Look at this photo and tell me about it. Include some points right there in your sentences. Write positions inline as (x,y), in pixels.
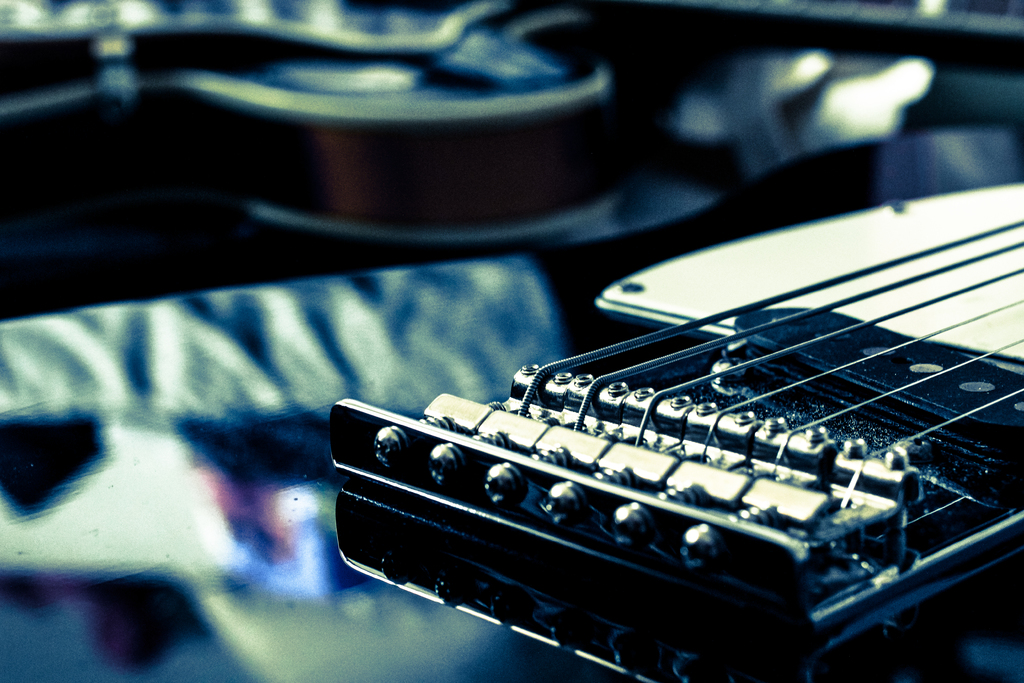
In this image we can see a musical instrument (775,417), here are the strings (918,341).
